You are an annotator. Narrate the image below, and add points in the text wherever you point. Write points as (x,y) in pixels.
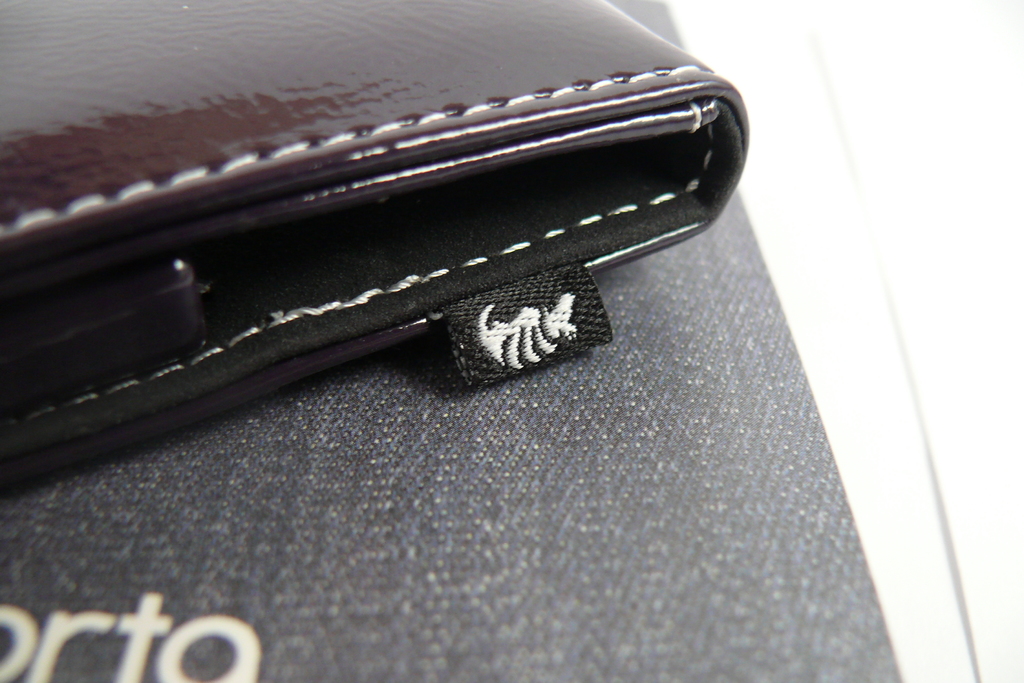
In this image we can see a wallet (616,192), placed on the surface (661,603).
